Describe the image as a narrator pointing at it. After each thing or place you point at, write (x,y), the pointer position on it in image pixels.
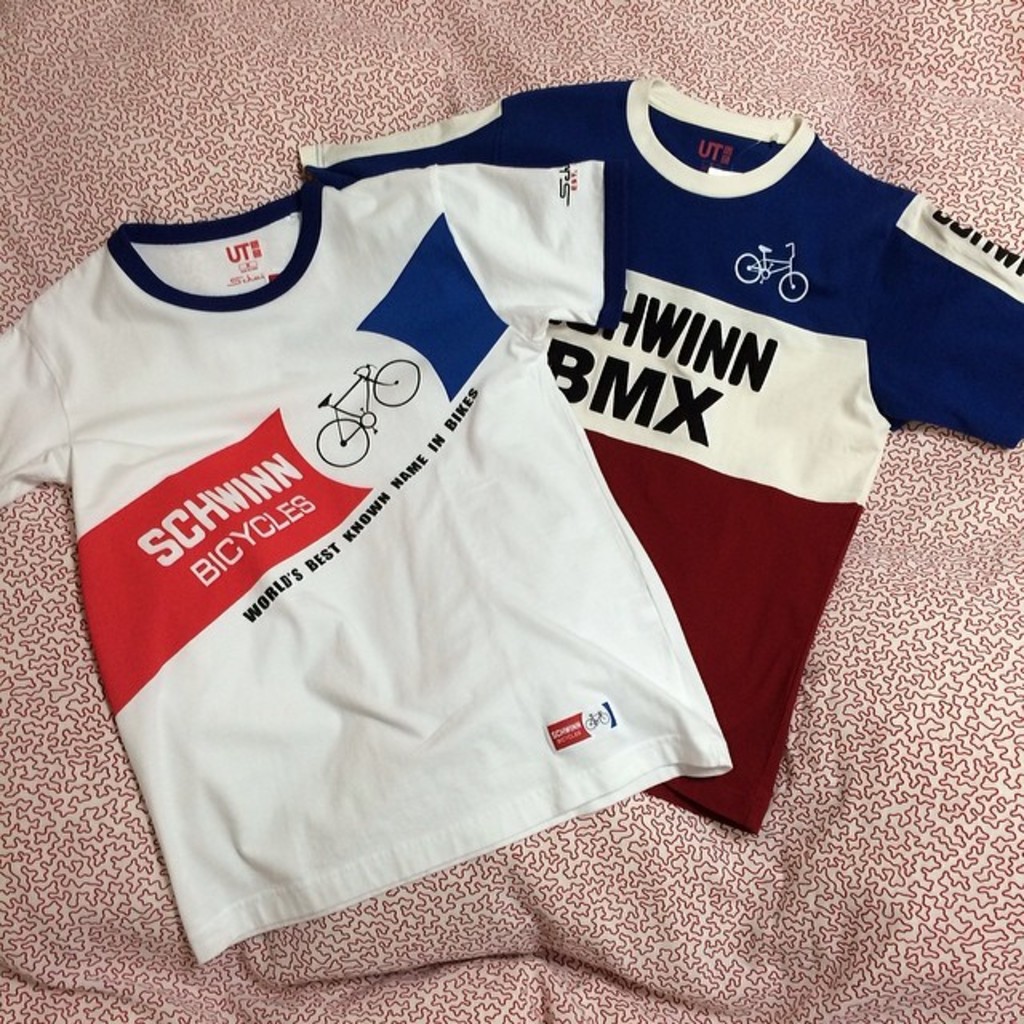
In this picture I can see two t shirts (463,267) on the cloth (971,941).
